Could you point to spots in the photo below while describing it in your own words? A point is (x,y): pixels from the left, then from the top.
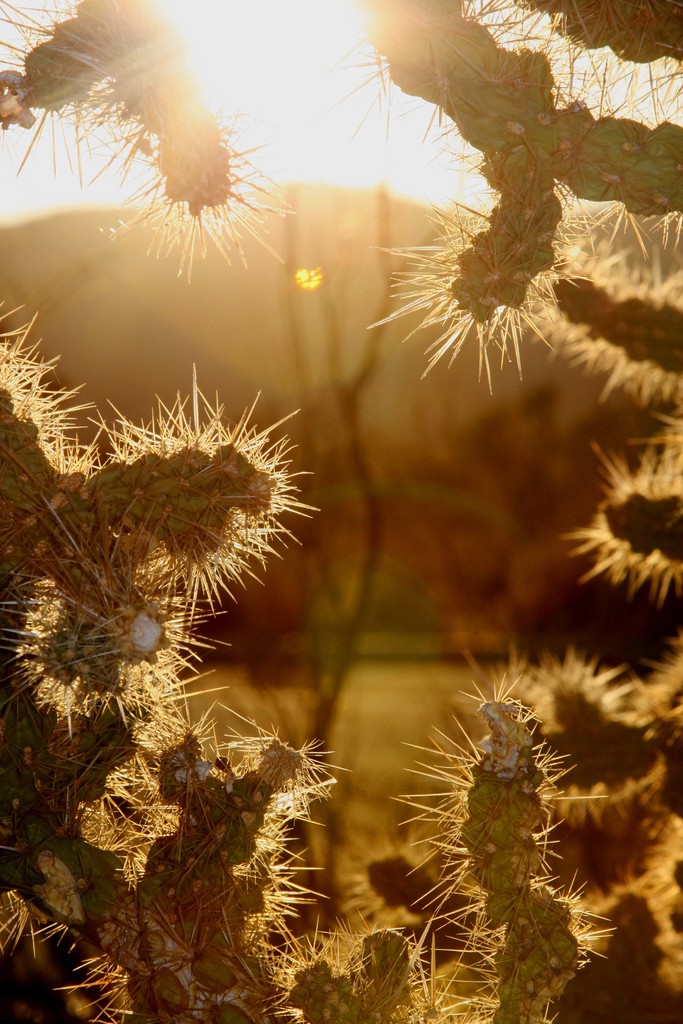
In this image, we can see cactus plants (507,924) and at the top (146,164), we can see sunlight (403,176).
